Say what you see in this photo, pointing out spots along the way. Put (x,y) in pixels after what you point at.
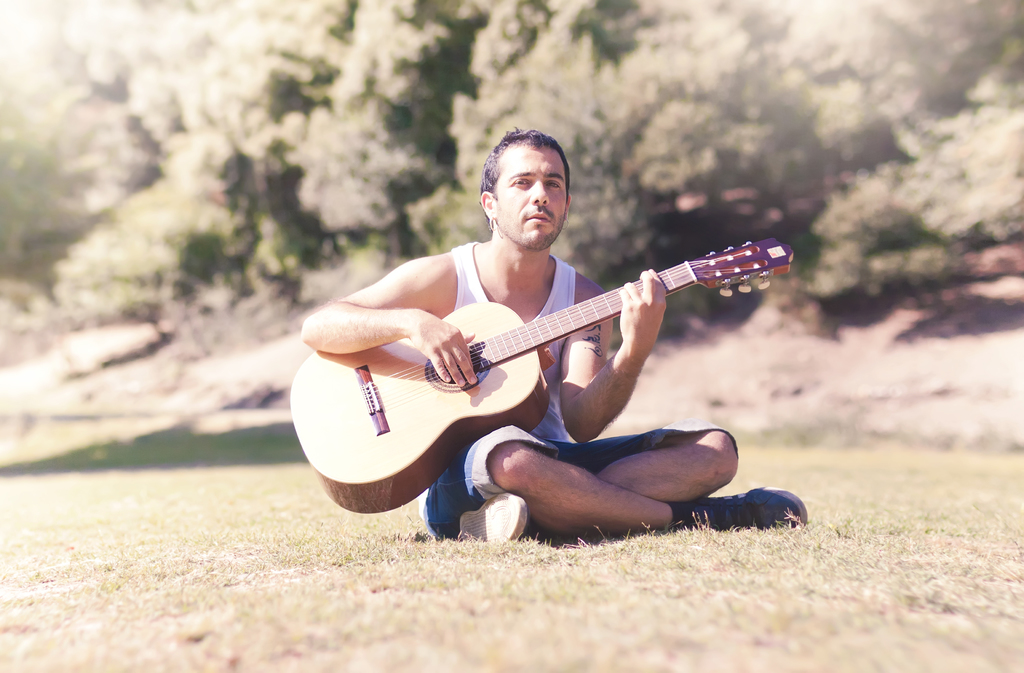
Here we can see a person (537,162) is sitting on the ground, and holding a guitar (567,332) in his hands (635,302), and at back (610,95) here are the trees (374,80).
